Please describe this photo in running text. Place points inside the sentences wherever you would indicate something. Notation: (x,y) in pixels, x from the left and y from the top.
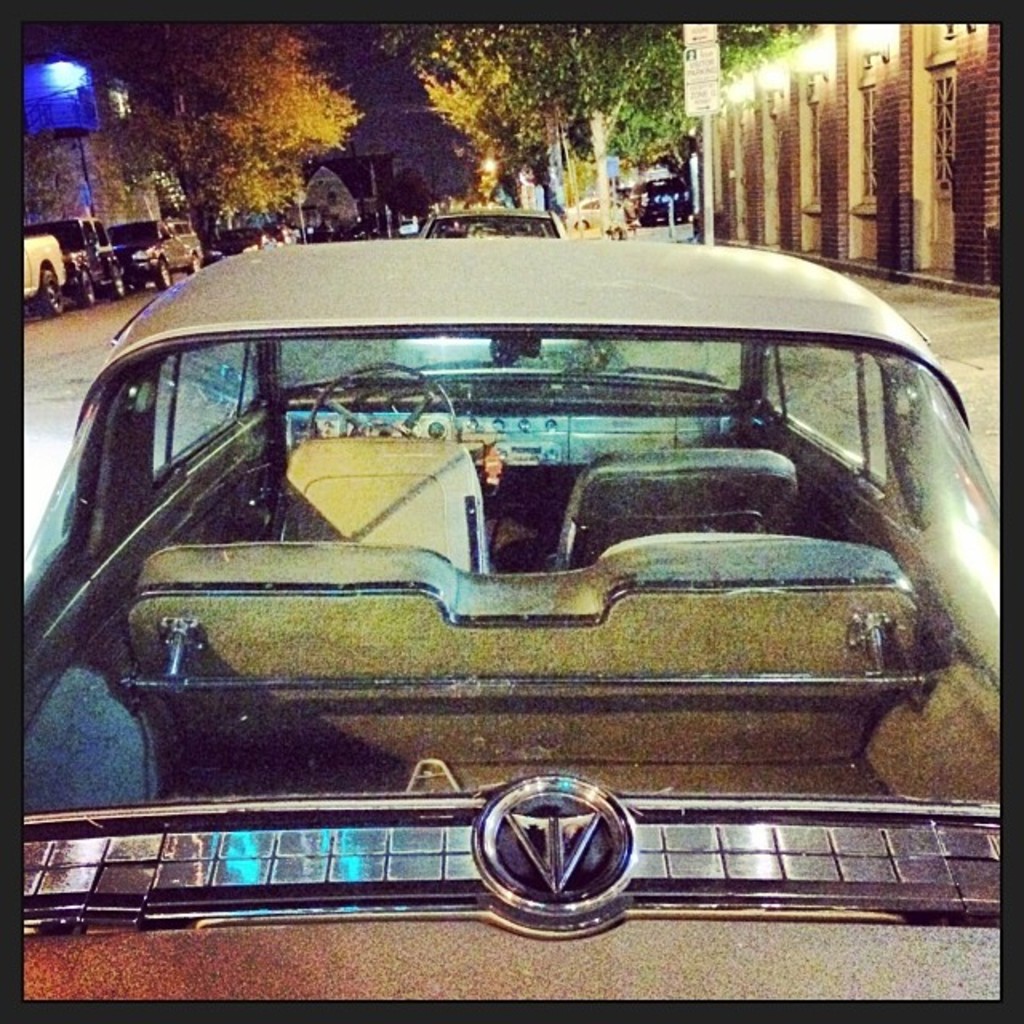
It is the car (752,691), at the top (274,129) there are trees (314,117). On the right side (890,34) there are lights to the wall (906,150).
